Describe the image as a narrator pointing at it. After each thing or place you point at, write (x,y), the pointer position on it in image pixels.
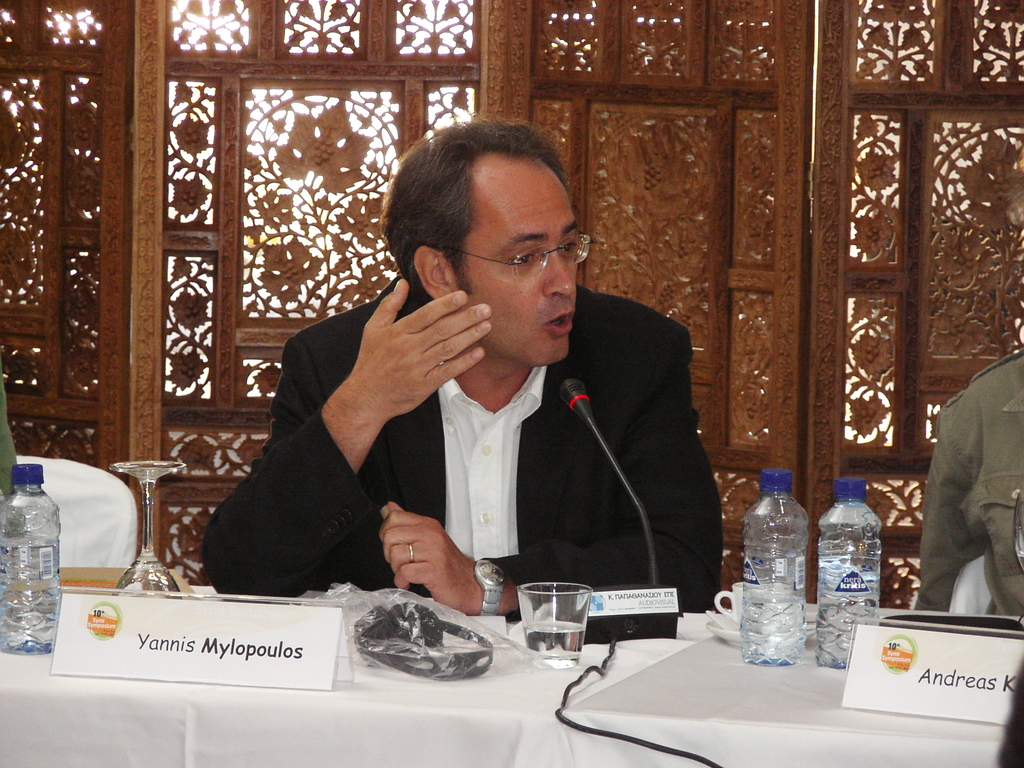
In this image i can see a man (483,330) sitting and talking in front of a microphone (594,627), there are three bottles (795,518), glass (574,618) and a board (326,624) on a table (397,687) at the background (796,169) i can see a wooden wall (736,155).
